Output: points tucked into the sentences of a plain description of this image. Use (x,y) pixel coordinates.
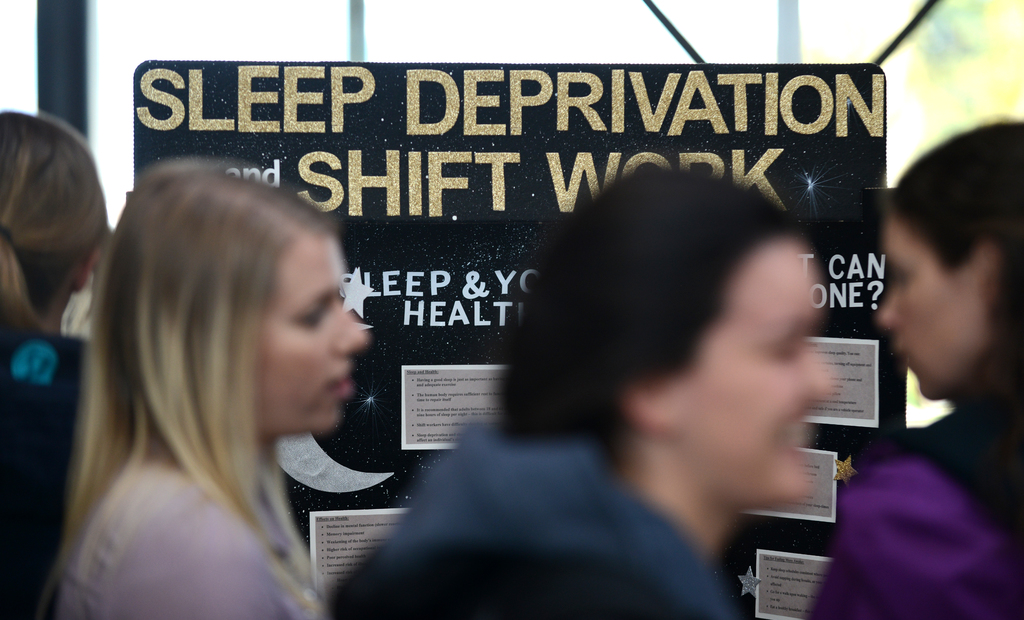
In this image we can see four persons (329,409) and a board (678,149), on the board (370,214), we can see some text (423,436) and posters (318,529), in the background (76,62), we can see the poles (76,62).
